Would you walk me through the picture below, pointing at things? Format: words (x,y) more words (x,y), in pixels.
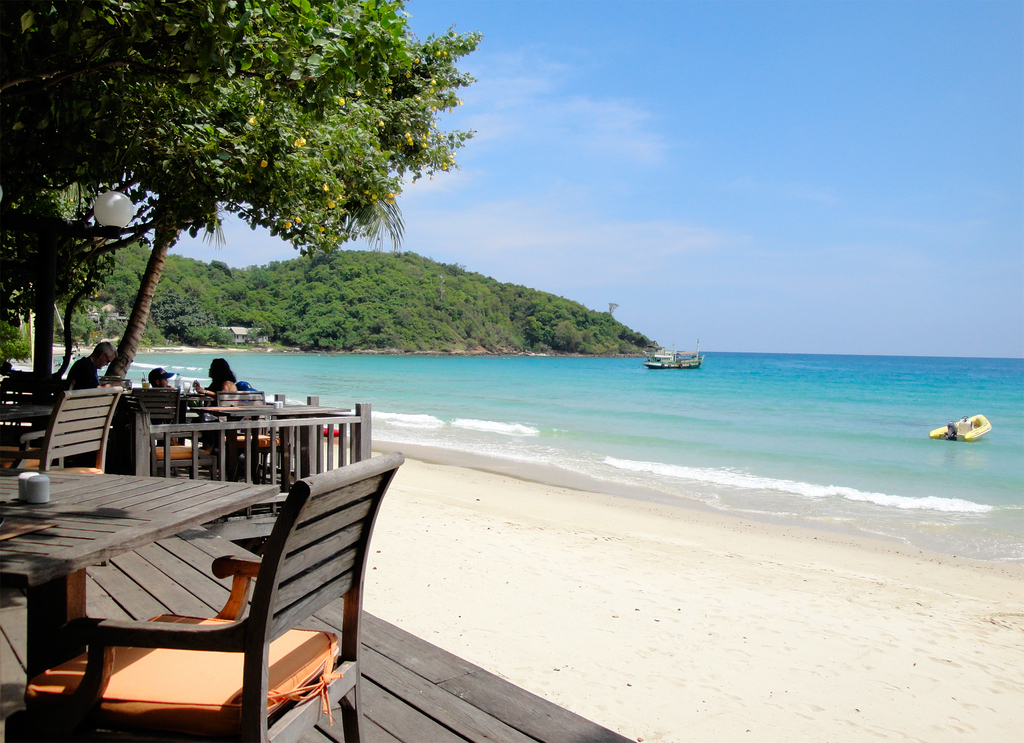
In the left side (205,495) these are the chairs (265,594) and dining tables (134,539), there are trees (437,345). In the right side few boats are sailing in the sea (664,418).
